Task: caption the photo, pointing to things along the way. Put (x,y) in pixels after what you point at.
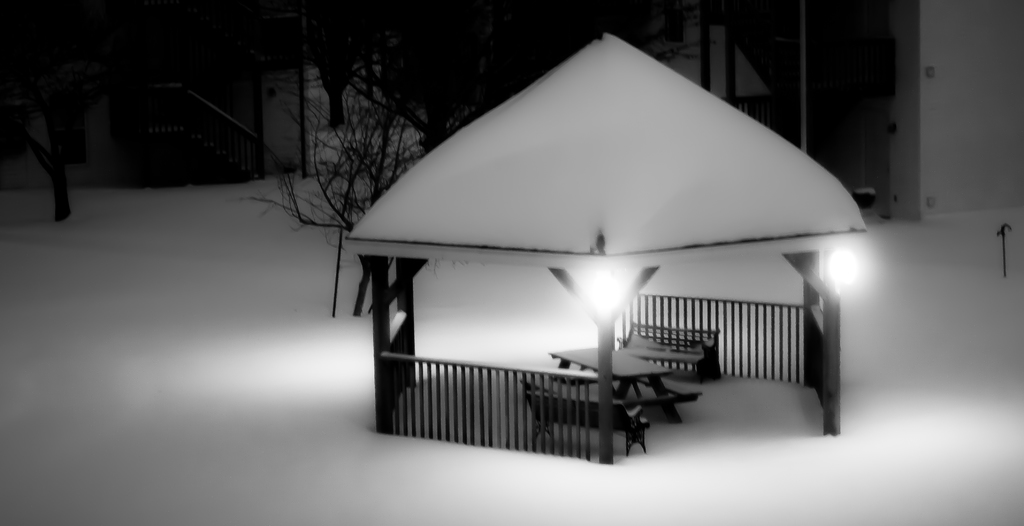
This picture is clicked outside. In the foreground (243,377) we can see the ground (434,449) is covered with a lot of snow (893,366). In the center (412,207) there is a gazebo (782,337) and we can see the tables (620,375) and benches (684,360) under the gazebo (727,316). In the background (274,145) we can see the trees (336,89) and some other objects (942,55).
